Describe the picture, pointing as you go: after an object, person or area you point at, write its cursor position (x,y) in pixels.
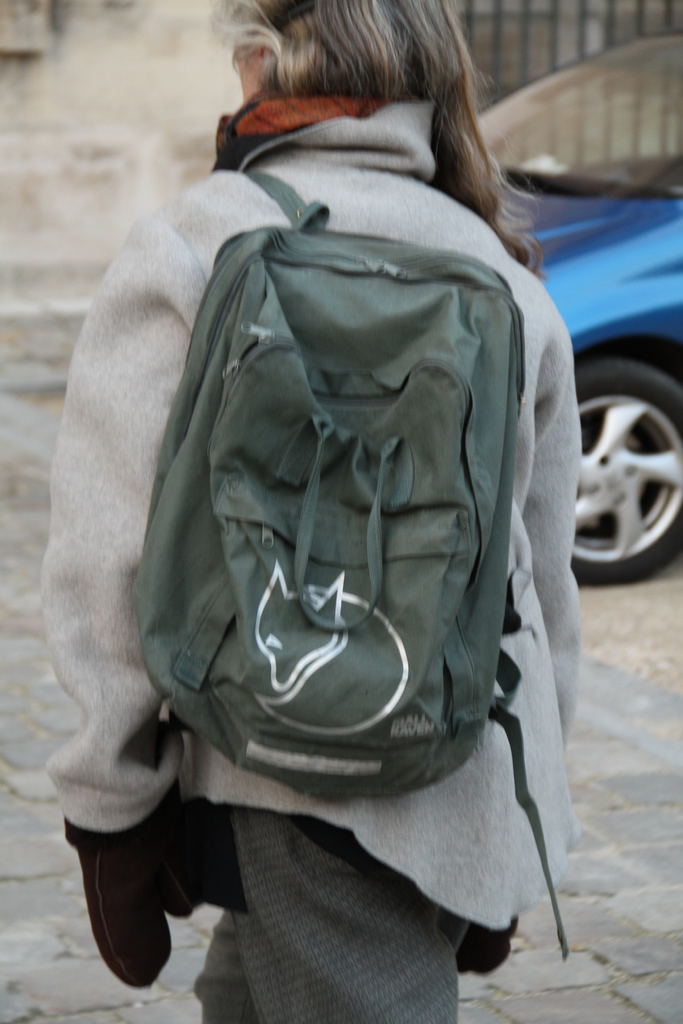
As we can see in the image, there is a woman (363,217) wearing bag (385,545) and on road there is a car (604,268).
